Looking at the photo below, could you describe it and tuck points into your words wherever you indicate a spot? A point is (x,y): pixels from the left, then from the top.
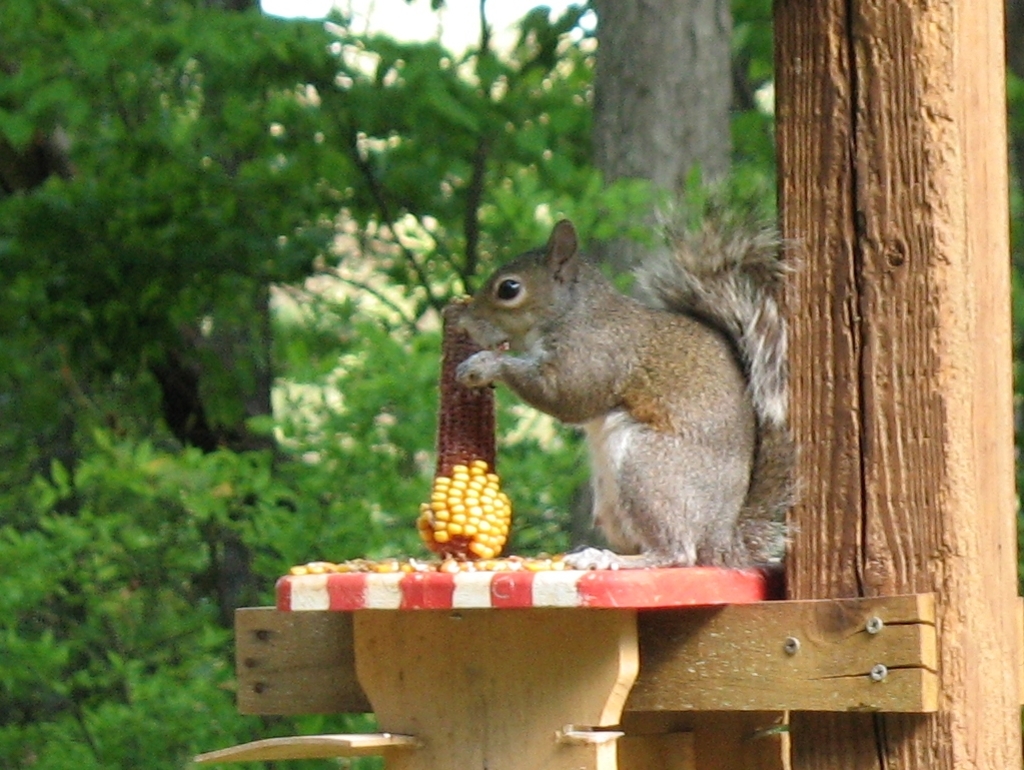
In this image we can see a squirrel (626,531) sitting on a bench (652,586) and holding corn (464,449) in its hands (483,373). In the background (622,248) we can see sky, trees (258,202) and log (833,63).
